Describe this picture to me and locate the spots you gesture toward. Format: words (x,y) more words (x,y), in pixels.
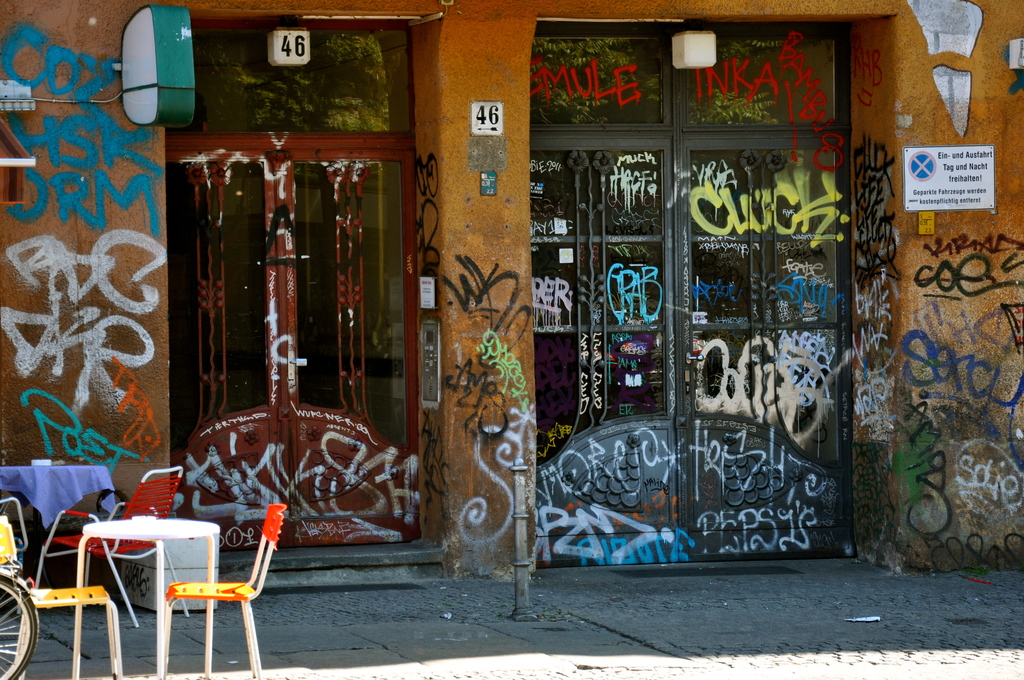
Here we can see a door (593,245), and at side here is the wall (59,160) and paintings (55,325) on it, and here is the table (82,581) and chairs (167,498) on the floor (274,638).
